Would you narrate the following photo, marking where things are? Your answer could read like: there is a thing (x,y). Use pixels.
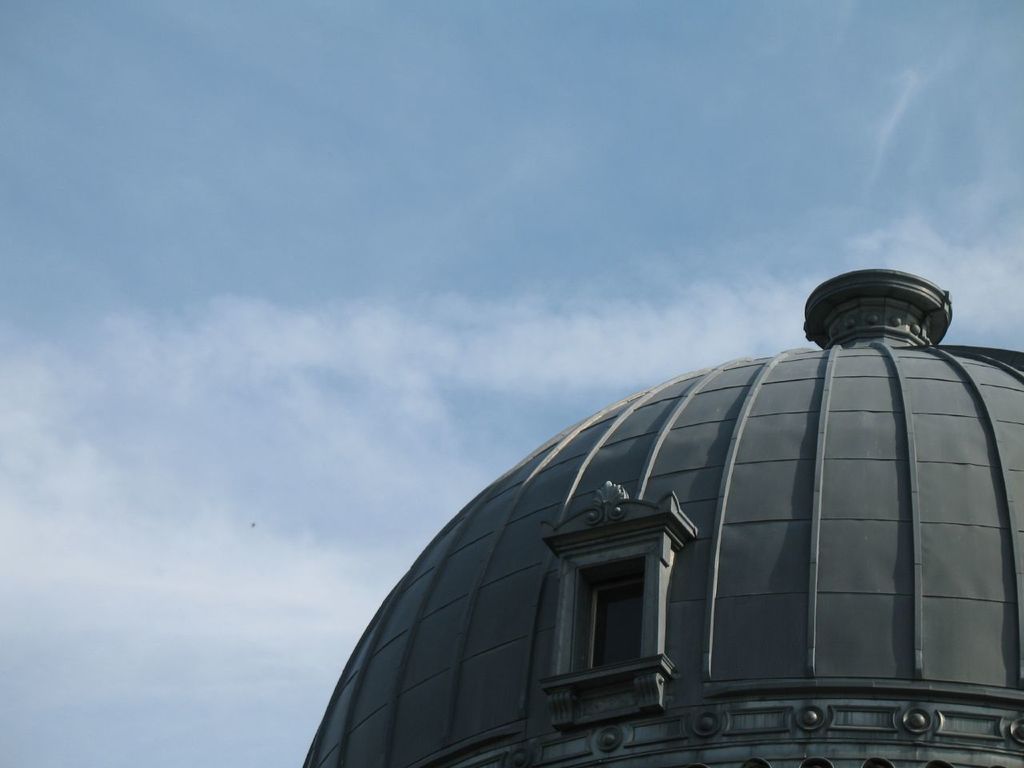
In this image I can see the sky (803,300) and top of the tower (702,624) and window (638,634) on the tower (638,559).
